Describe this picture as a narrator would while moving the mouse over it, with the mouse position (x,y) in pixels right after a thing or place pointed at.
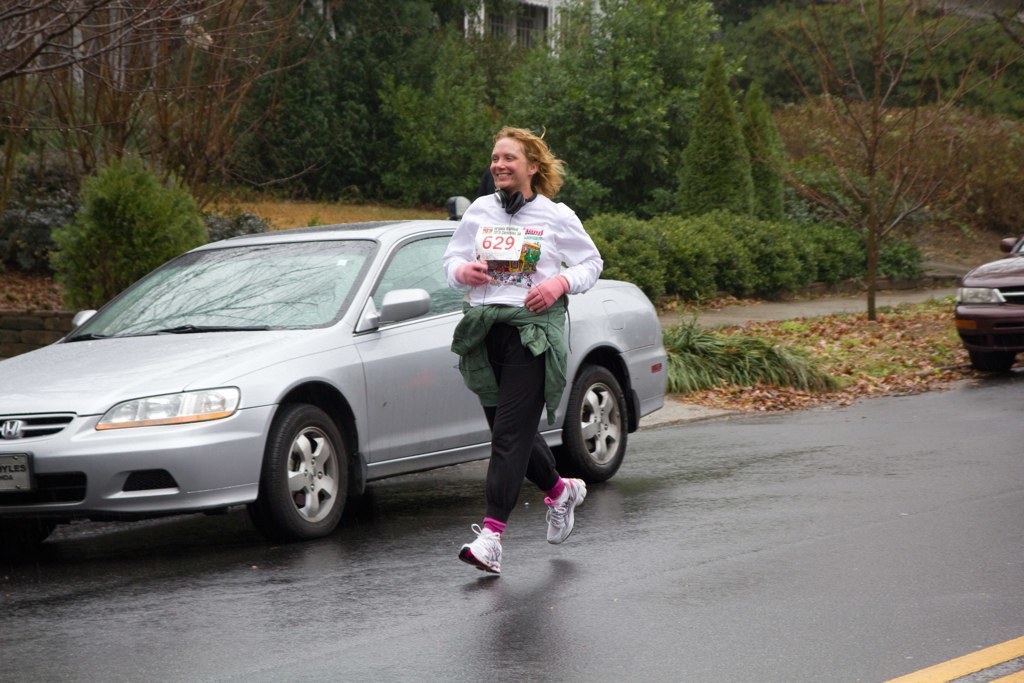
This is an outside view. In the middle of the image (505,346) there is a woman (530,339) running on the road (558,595) towards the left side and there are two cars (618,371). In the background (683,121) there are many plants (659,259), trees (673,119) and a building (512,17).
